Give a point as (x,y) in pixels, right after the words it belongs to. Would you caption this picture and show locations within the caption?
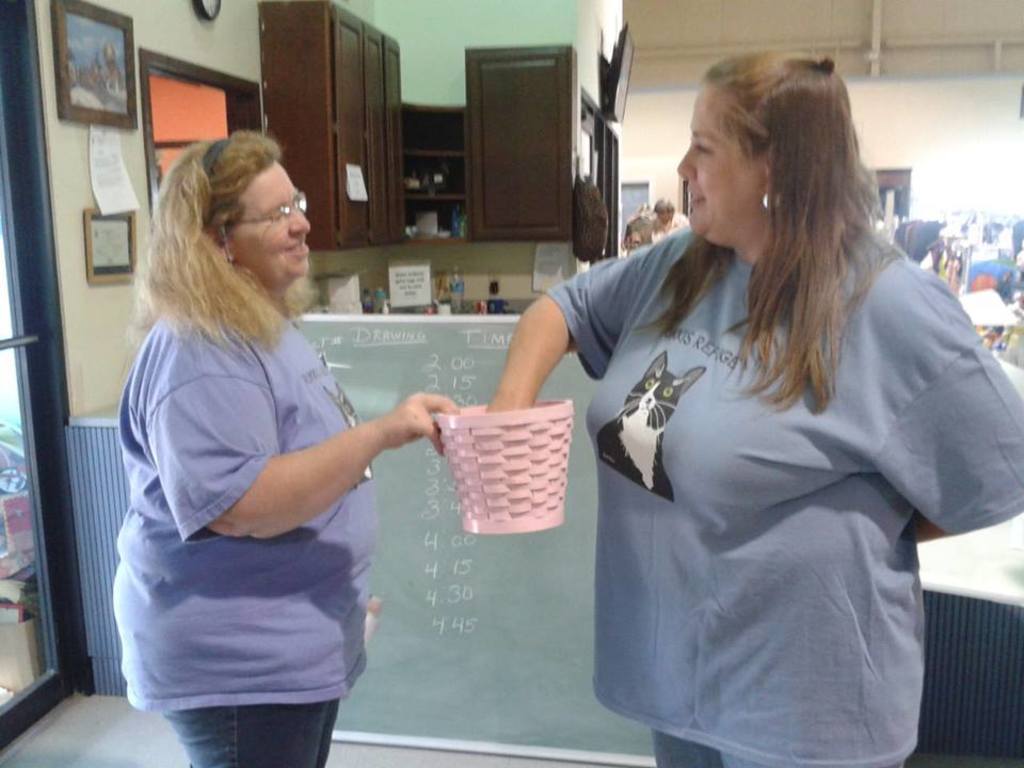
As we can see in the image there is a wall (141,128), photo frame (128,113), cupboards (401,134) and two people (273,285) standing in the front (587,374).
